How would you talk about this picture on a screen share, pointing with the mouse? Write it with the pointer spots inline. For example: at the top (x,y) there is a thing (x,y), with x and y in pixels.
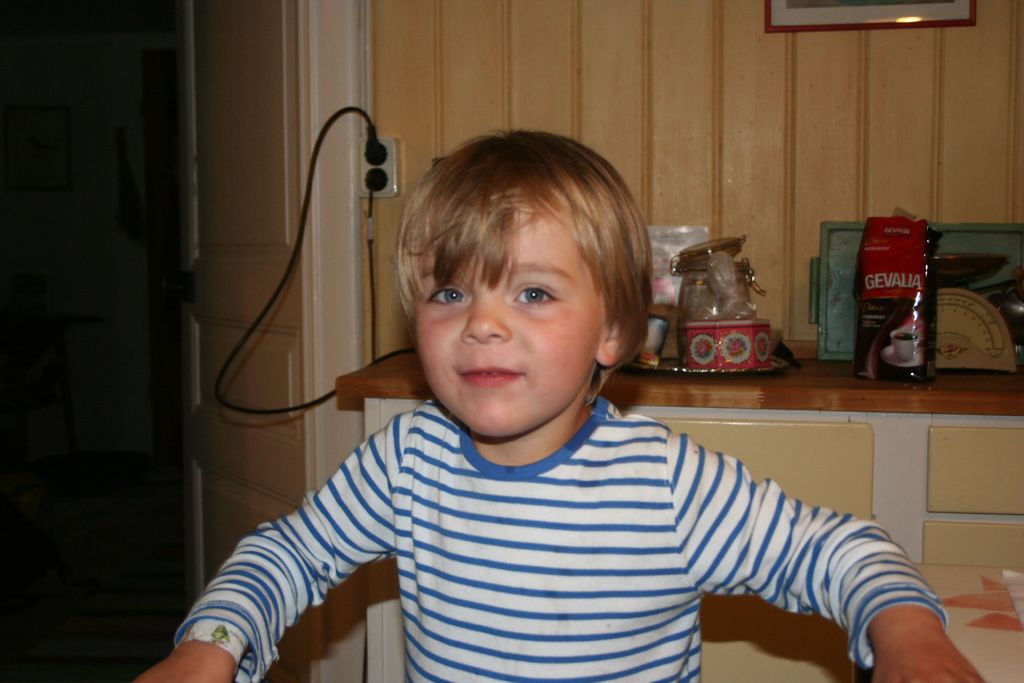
In this picture I can see a boy (429,458) and I can see a photo frame (965,6) and a packet (889,316) and I can see a tray (854,269) and a weighing machine (939,331) and a box (710,336) and a glass jar (695,279) in the plate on the table (366,367) and I can see few drawers (986,538) and I can see a door (251,187) on the left side of the picture (214,176).
